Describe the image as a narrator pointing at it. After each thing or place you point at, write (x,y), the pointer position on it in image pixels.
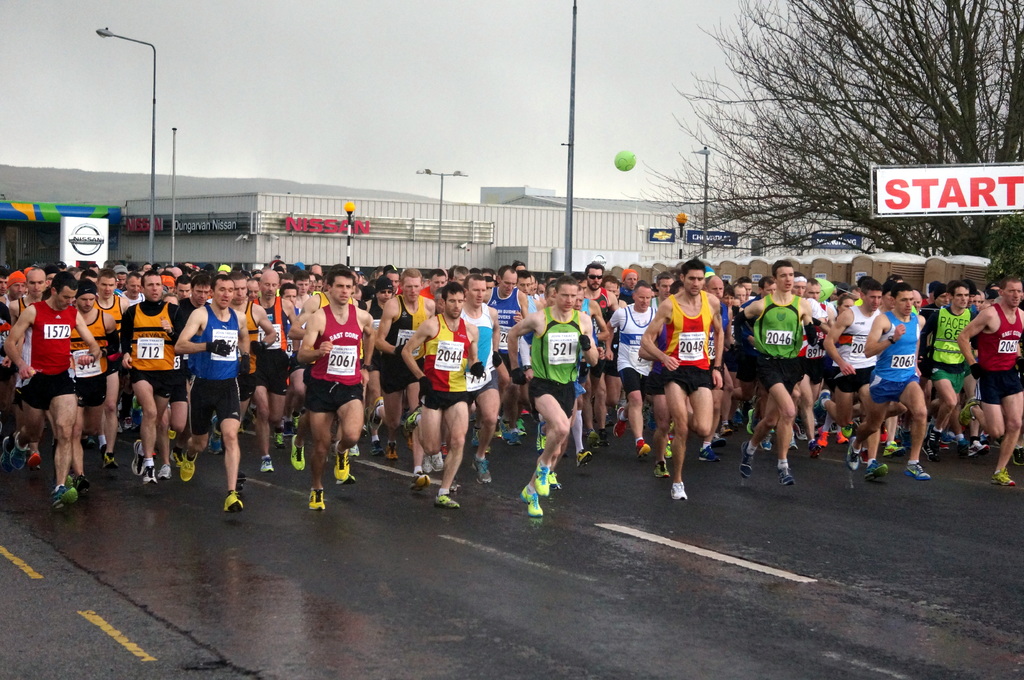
In this image I can see the road (714,573) and number of persons (522,388) are running on the road (533,442). In the background (231,224) I can see few poles (567,188), few boards (961,181), few trees (1015,156), a green colored object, few sheds (493,195) and the sky (422,119).
